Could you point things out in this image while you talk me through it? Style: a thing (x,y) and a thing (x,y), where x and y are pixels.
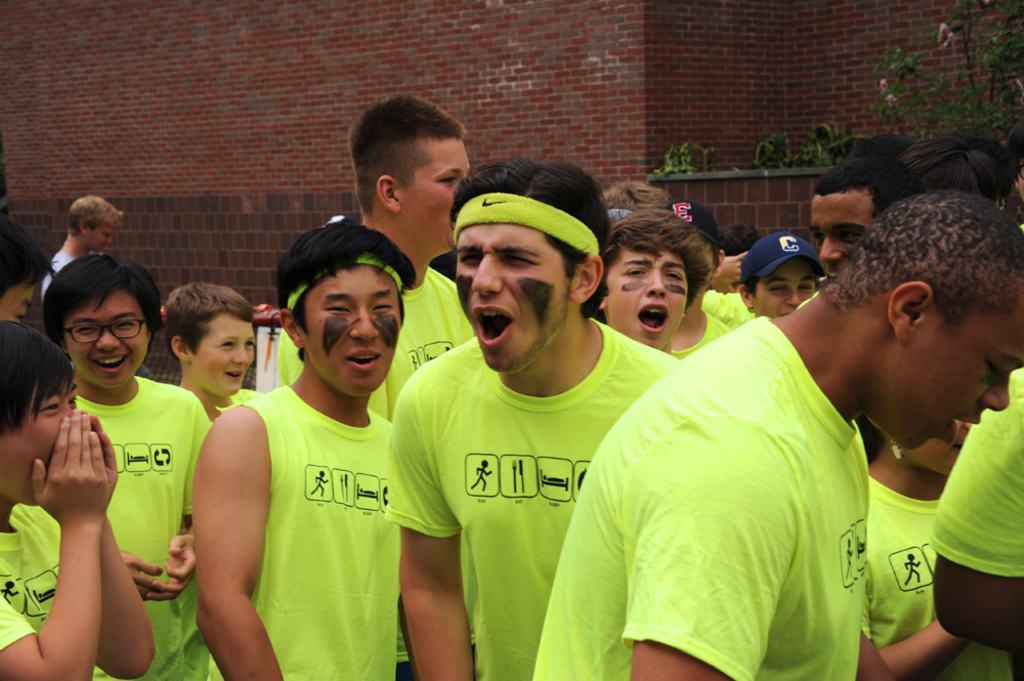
In this image we can see the people (444,476) wearing the t shirts (698,589). In the background (627,141) we can see the plants (680,159) and also the brick wall (364,92).
